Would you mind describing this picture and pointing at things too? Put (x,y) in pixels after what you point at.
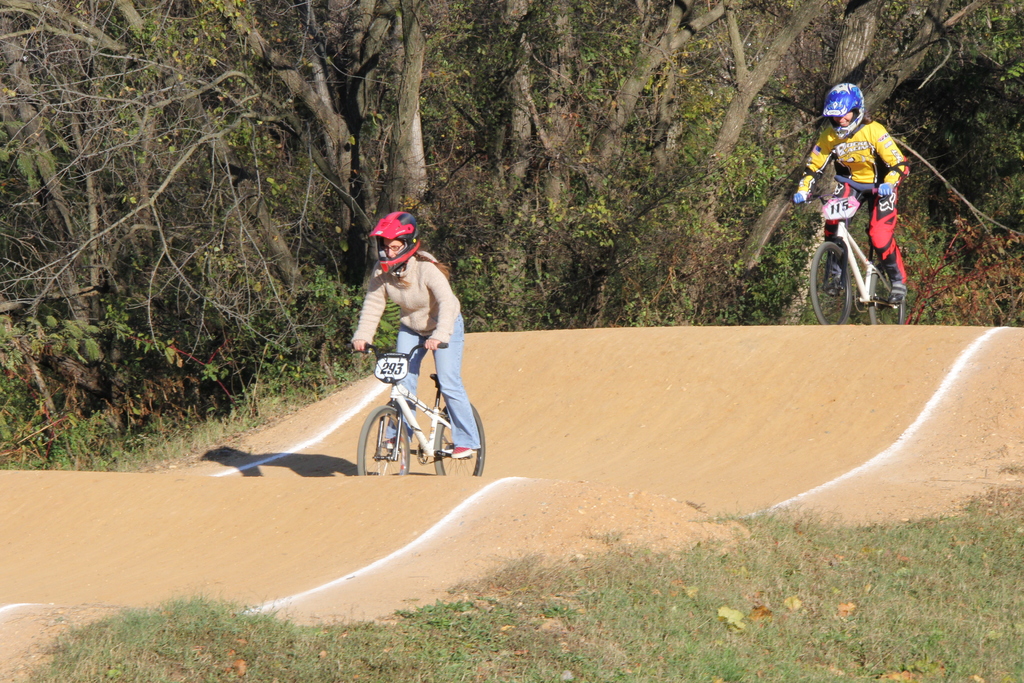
Here in this picture we can see two people (408,332) riding bicycles (385,371) on the track (291,474) and we can see both of them are wearing helmet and beside them on either side we can see the ground (660,569) is fully covered with grass (760,649) and we can see plants (546,259) and trees (546,259) present.
